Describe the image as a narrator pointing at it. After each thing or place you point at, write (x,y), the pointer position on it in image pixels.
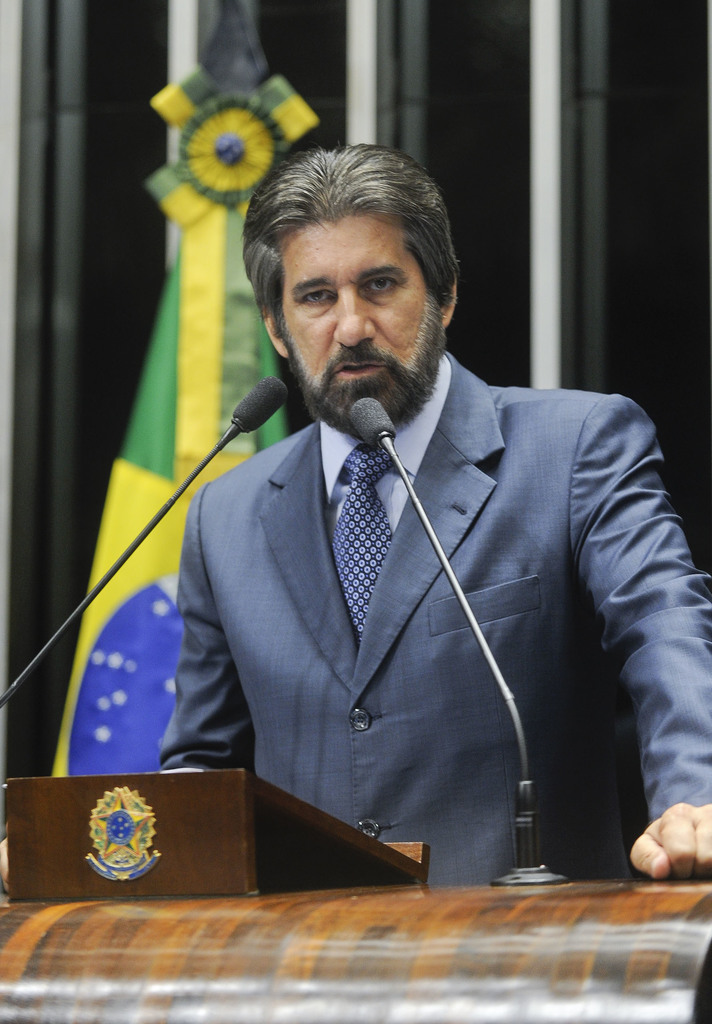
In this image we can see a person (578,566) standing near the podium (317,875), there are mics (541,875) to the podium (453,919) and there is a flag (159,677) and few rods (538,93) in the background (159,677).
